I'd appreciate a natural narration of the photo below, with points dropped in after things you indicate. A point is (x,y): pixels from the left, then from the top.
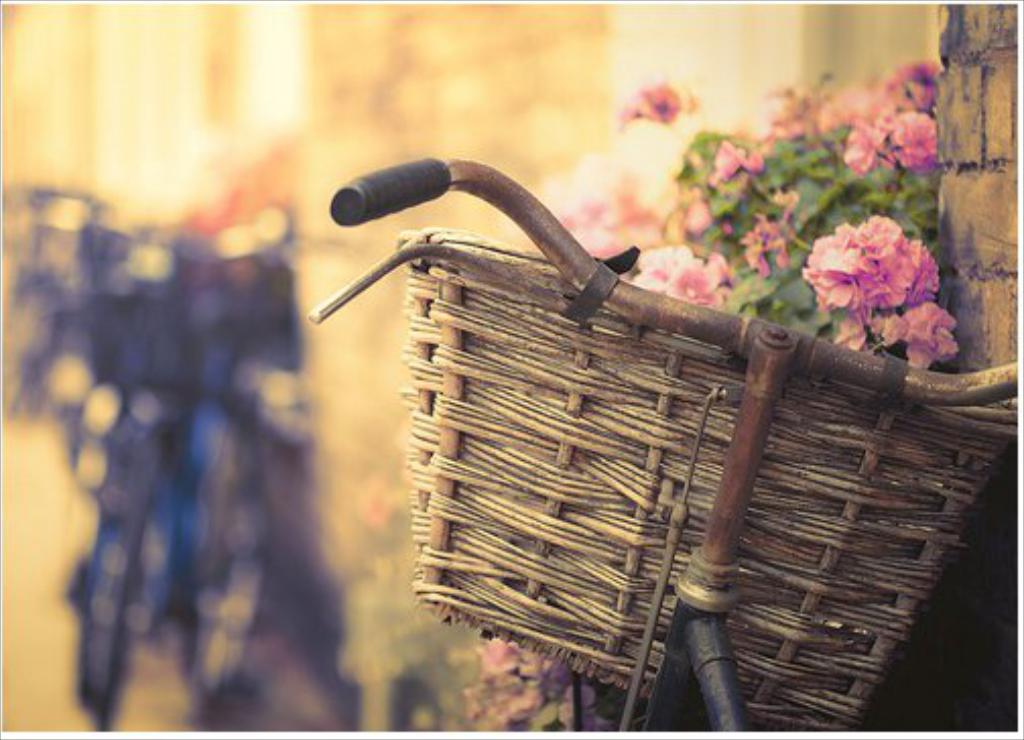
In this image, there are some flowers (764,215) in the basket (587,473) which is attached to the cycle (670,312). In the background (162,465), image is blurred.
